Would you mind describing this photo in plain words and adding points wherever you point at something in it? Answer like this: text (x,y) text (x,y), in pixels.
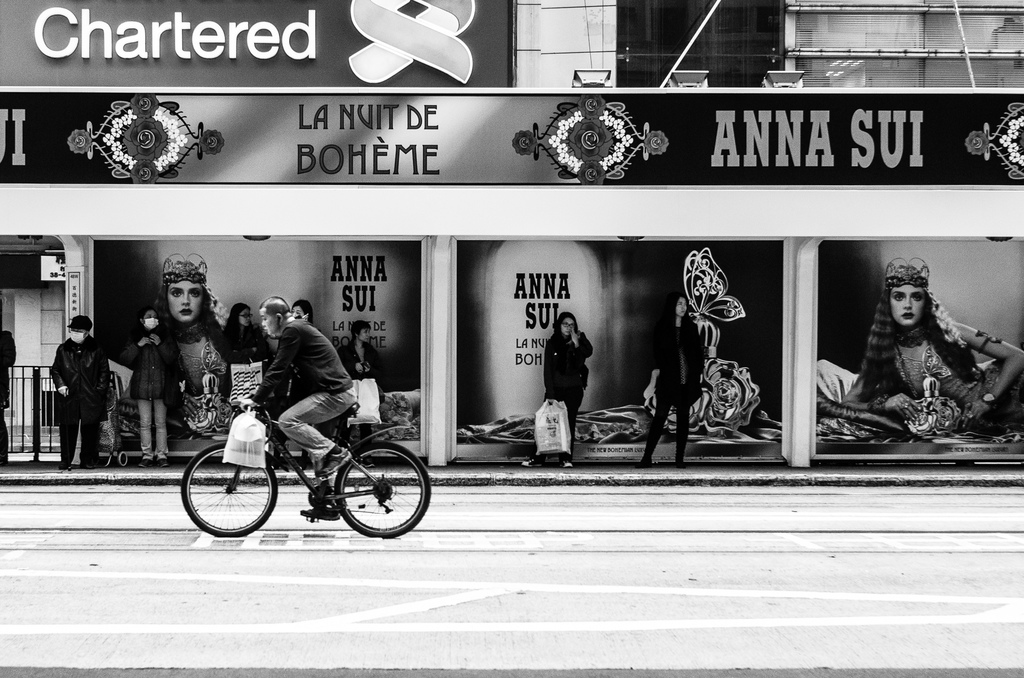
This is the picture of a place where we have a person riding the bicycle (367,470) and behind there are some people (69,389) standing under the shed (334,207) which has some boards (216,176) and some lights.
